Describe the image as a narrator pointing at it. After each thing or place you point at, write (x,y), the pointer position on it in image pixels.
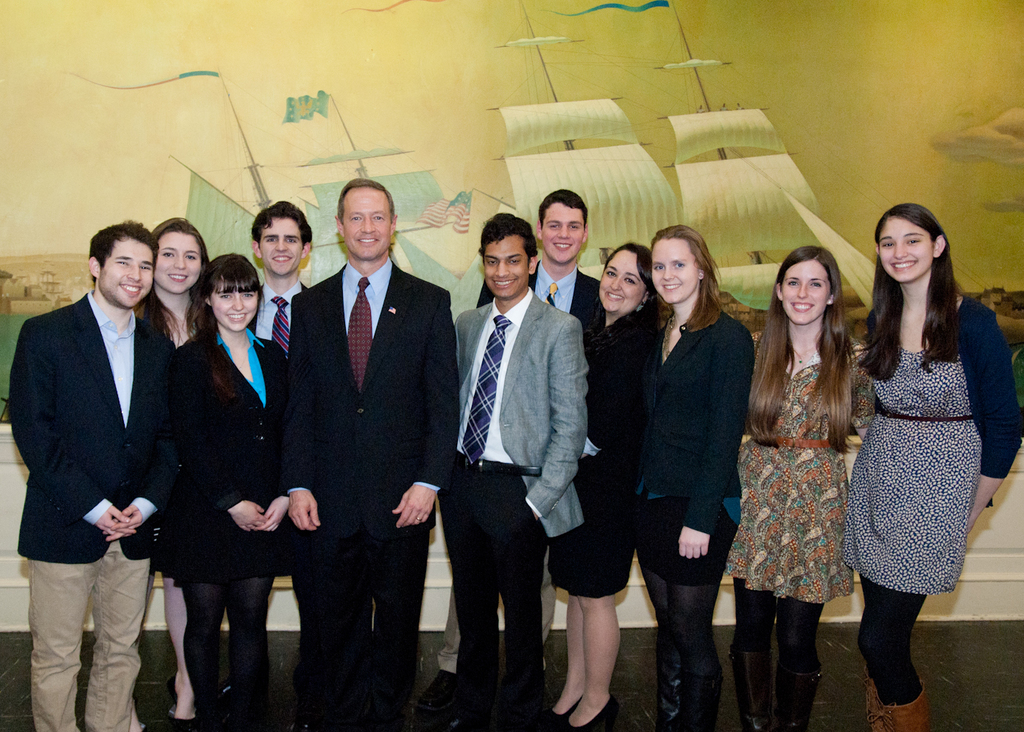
In this image, I can see a group of people (259,548) standing on the floor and smiling. In the background (200,213), there is a poster (649,149) on the wall (996,578).
